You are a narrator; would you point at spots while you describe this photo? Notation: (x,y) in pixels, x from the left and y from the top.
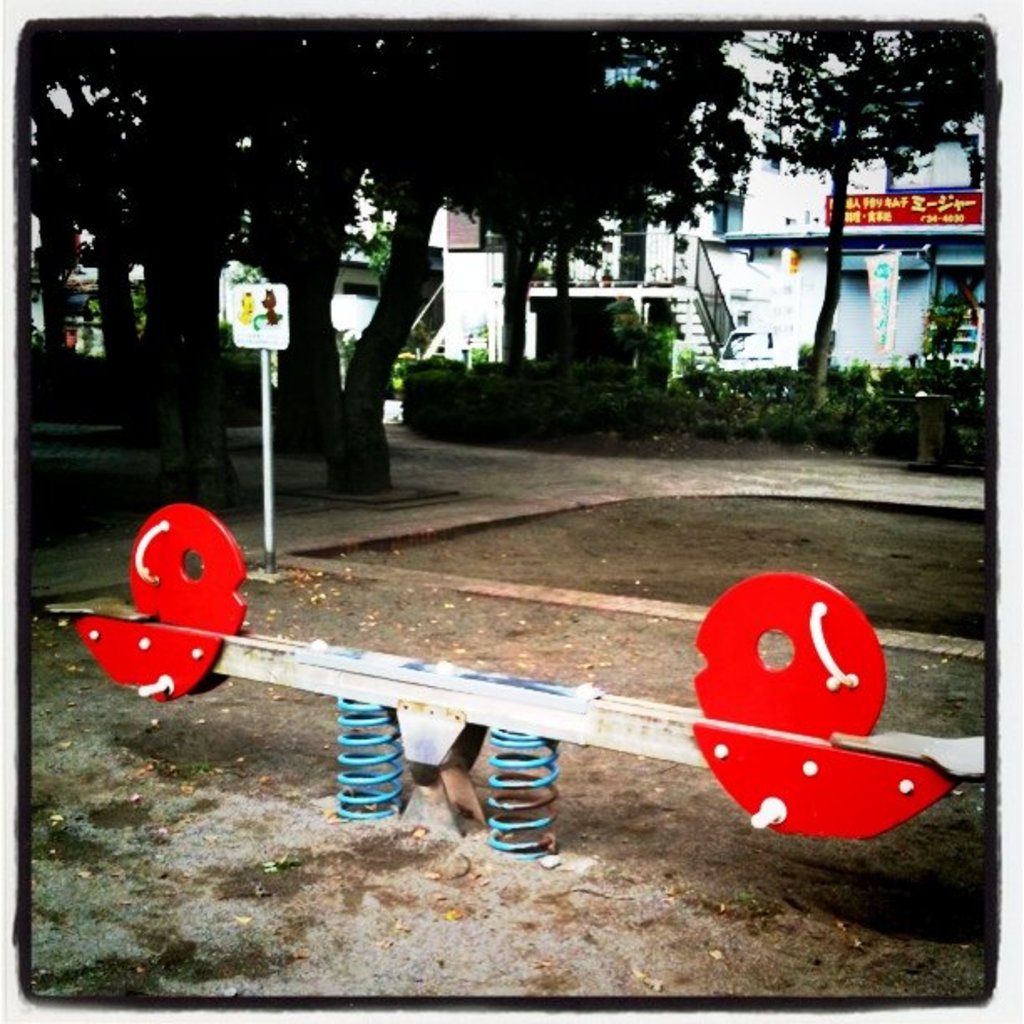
In this image there is a see-saw game (384,689). There is sand (321,814). There is a road (771,470). There are trees (310,418) and plants (535,430). There are buildings (615,248). There are boards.
